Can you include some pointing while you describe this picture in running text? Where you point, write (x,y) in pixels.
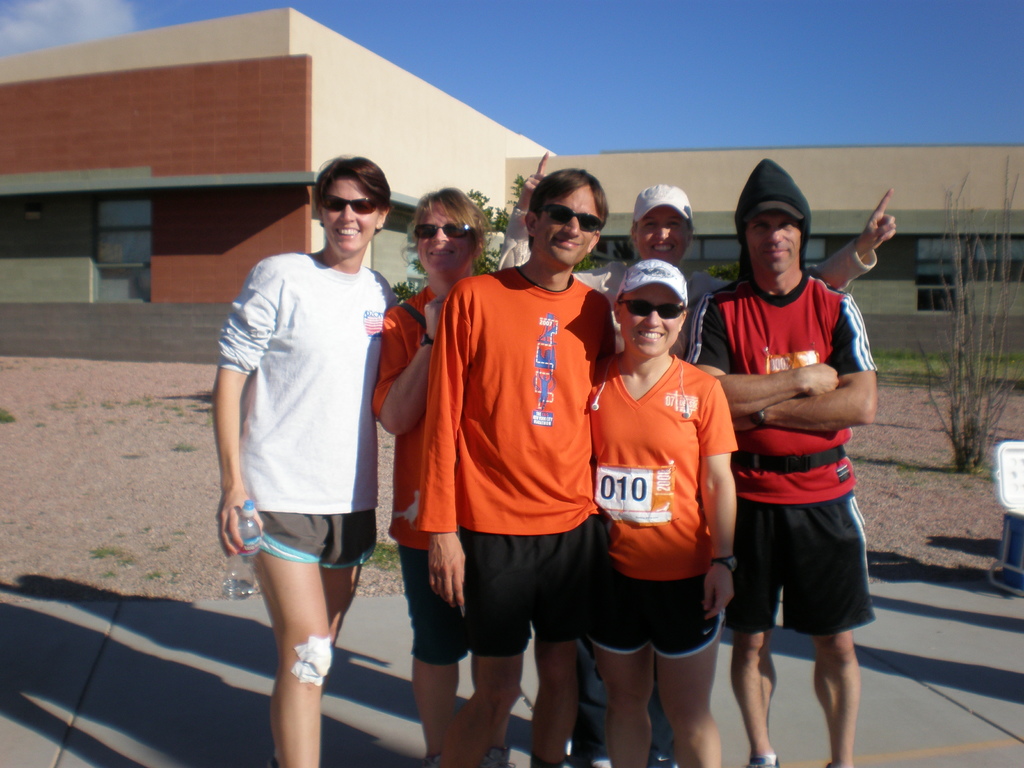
In this image in front (796,488) there are people (514,434). Behind them there are buildings (862,210), trees (961,345). On the right side of the image (1002,579) there is some object (1018,549). In the background of the image (769,45) there is sky (781,31).
